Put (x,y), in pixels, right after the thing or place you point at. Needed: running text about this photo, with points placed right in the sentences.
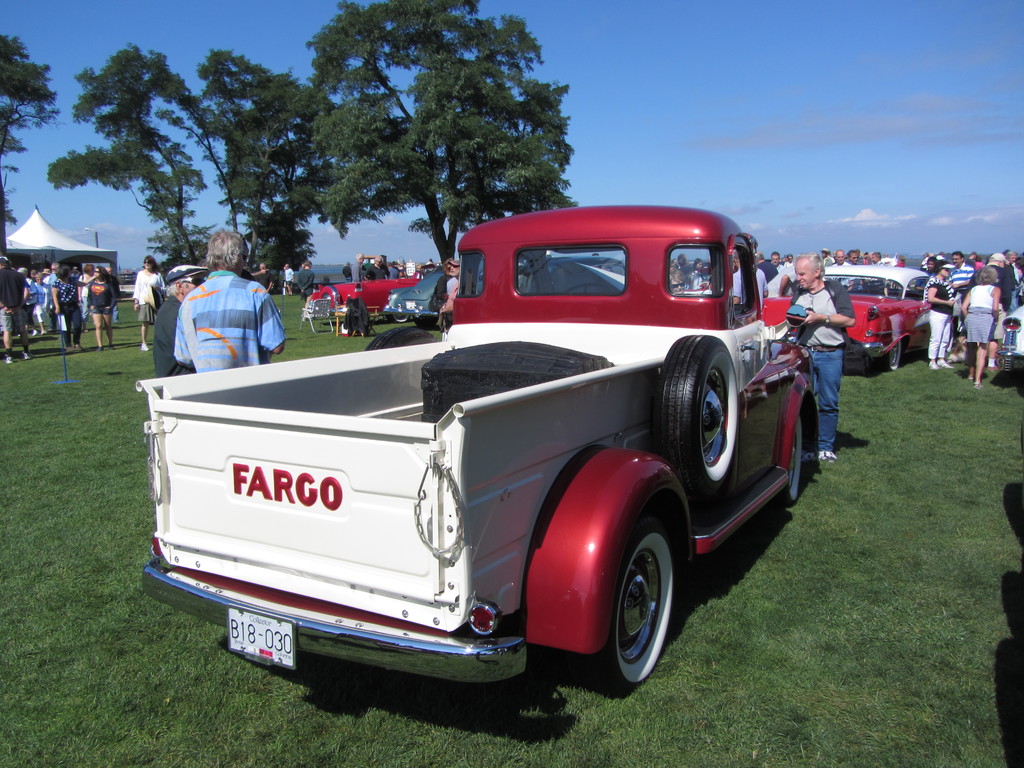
In this image we can see one truck (714,364). And we can see some vehicles (874,298). And we can see the surrounding people (218,316). And we can see the trees (294,146) and sky (639,156). And at the bottom (889,721) we can see the grass (846,684). And on the left (34,224), we can see one shed (50,252).
